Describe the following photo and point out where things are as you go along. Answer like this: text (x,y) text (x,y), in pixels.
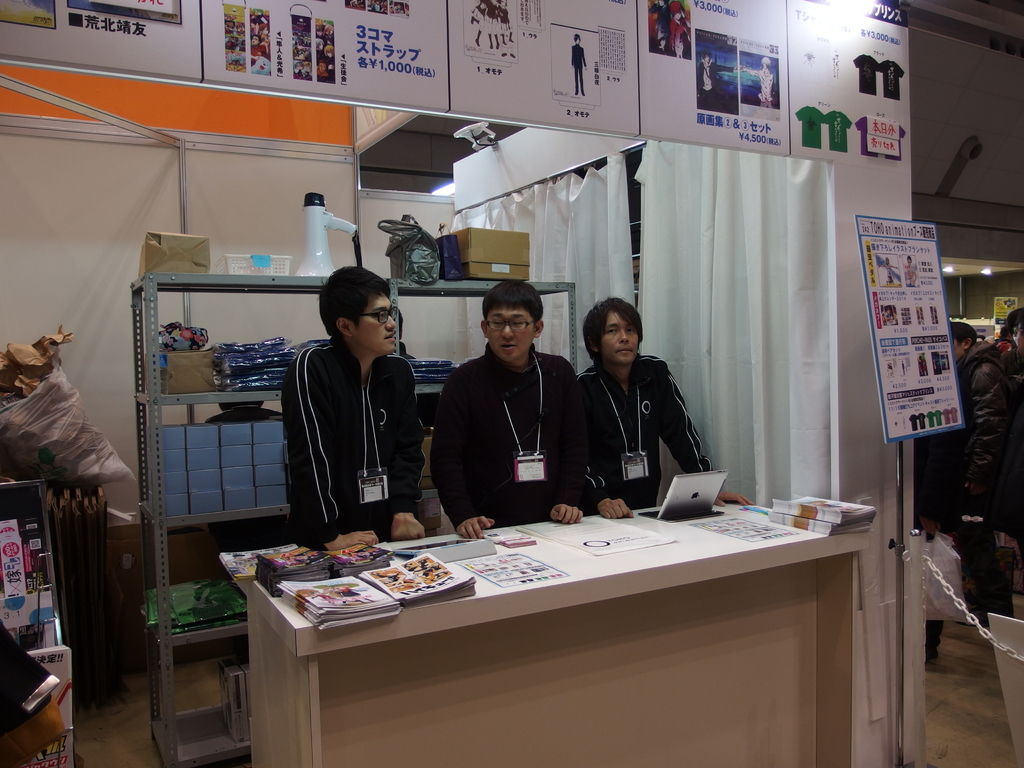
Here we can see three people (404,497) behind the desk (367,569) wearing same uniform (490,454) and the id cards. Among them two has spectacles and on the bench (460,569) we have some papers (356,550) and the laptop (668,494) behind them there is a rack (154,541) on which some things (230,359) are placed and also we have the posters (189,17) above them.
